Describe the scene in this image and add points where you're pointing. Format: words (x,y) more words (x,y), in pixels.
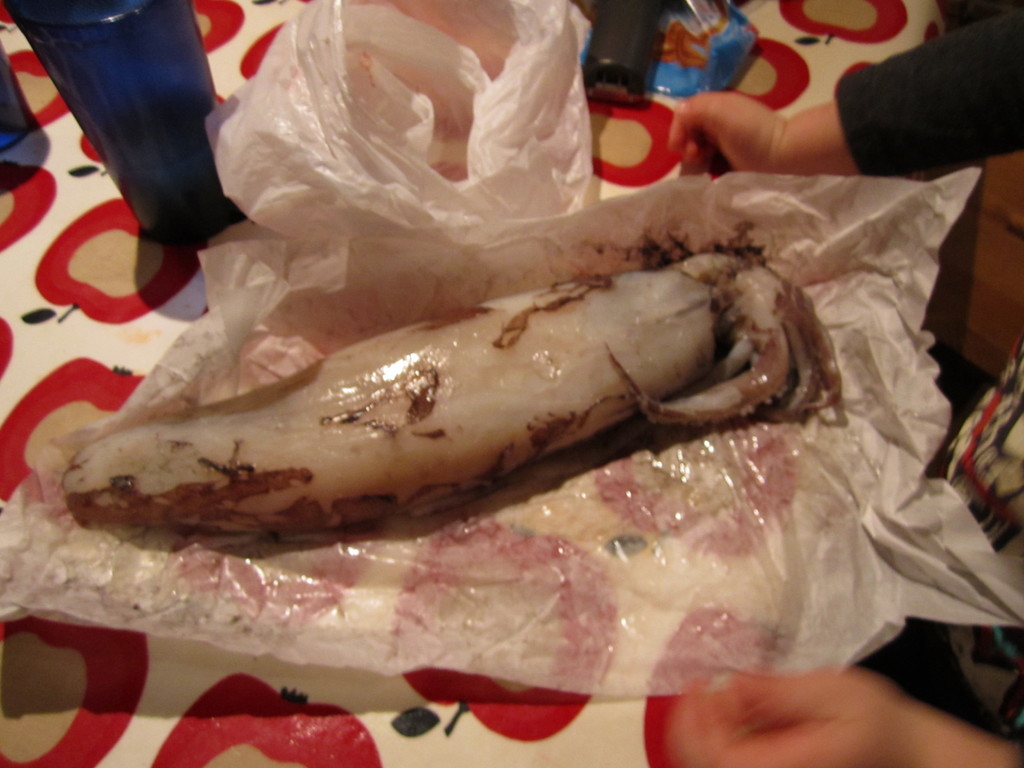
In this image we can see a food item (825,386) on the cover (34,549). In the background of the image (580,31) there is a bottle (204,178), plastic surface (74,307), person's hands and other objects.
